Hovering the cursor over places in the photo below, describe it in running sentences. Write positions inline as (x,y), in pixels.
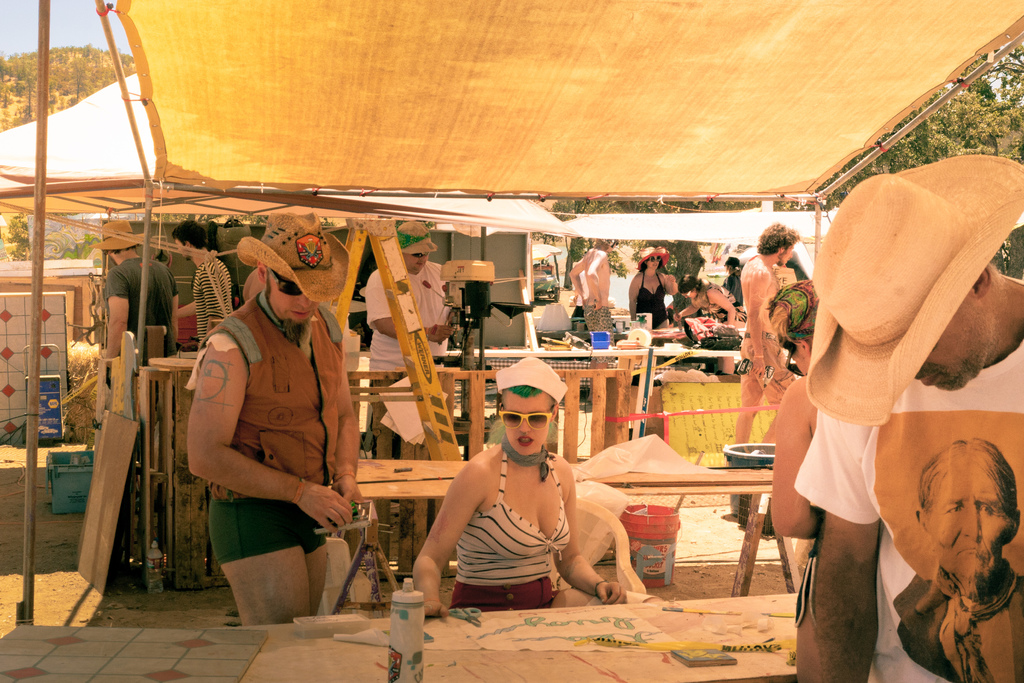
In this image we can see a group of people (636,277) standing on the ground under a tent (674,152). In that some are wearing the hats (661,248). In the center of the image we can see a woman (506,490) sitting beside a table (438,664) containing a bottle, scissor (476,613) and some papers (622,633). On the backside (743,493) we can see some tables (591,356), trees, the hill (104,84) and the sky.
